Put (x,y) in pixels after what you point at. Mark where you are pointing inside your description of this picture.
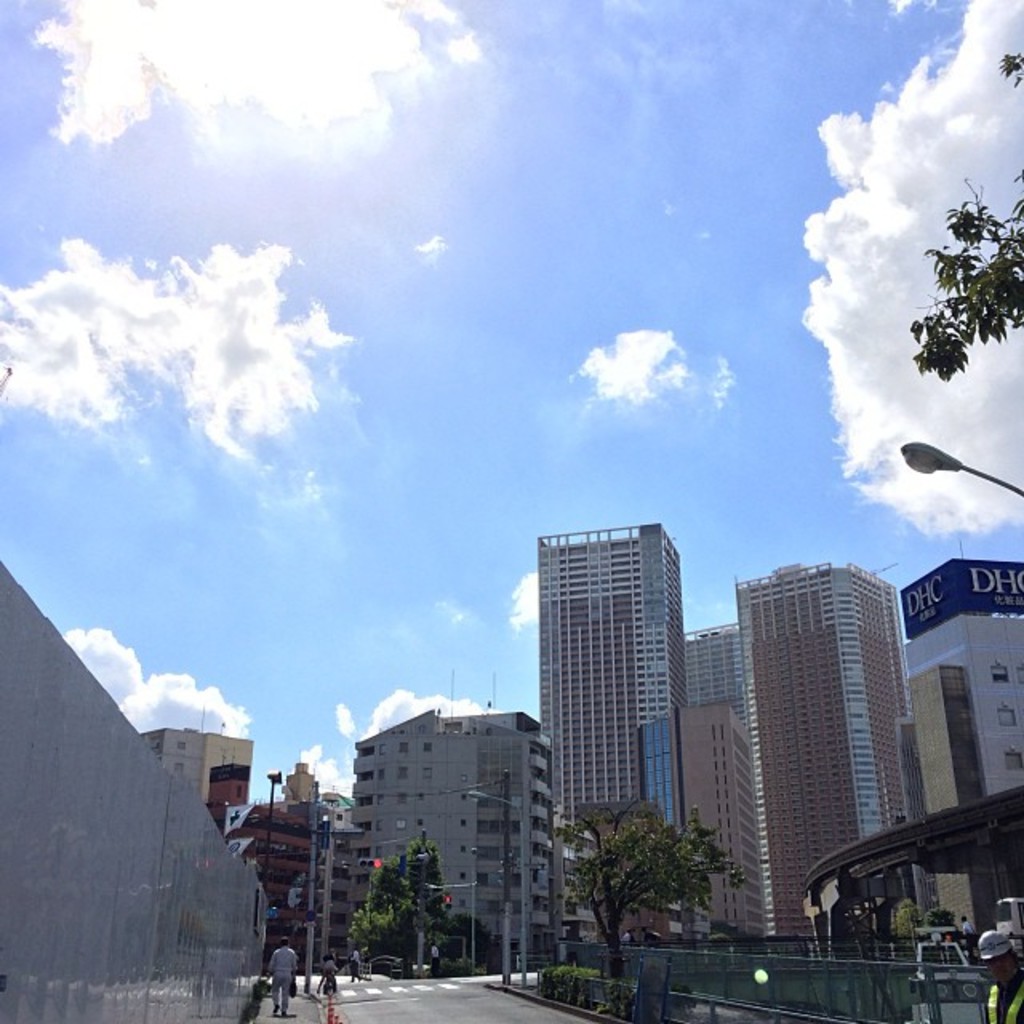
In this image a person (288,975) is walking on the pavement (295,1005). Few persons (332,963) are crossing the road (374,985) which is having few zebra crossing lines (423,987) on it. There are few trees (412,910), plants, poles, street lights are on the pavement (579,1014). Behind there is a fence (777,979). Right bottom there is a person (993,955) wearing a cap (1001,939). Behind there is a person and a vehicle (1018,918). In background (791,843) there are few buildings (380,835). Top of image (565,334) there is sky (531,331) with some clouds (928,279). Left side (20,756) there is a wall (171,850). Right side (1006,306) there is a street light (940,469) and few leaves (932,364).
